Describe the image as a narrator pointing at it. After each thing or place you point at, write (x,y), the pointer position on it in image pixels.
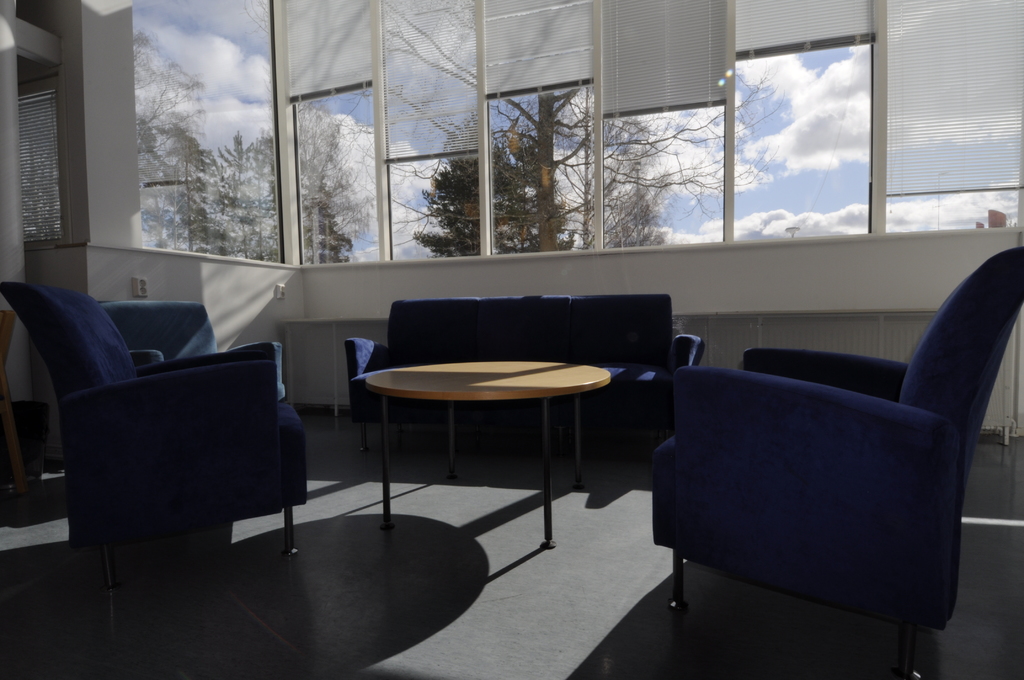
In the picture there is a sofa set (546,346) in the middle of the room (893,343), this seems to be living room (270,336), In the background (699,167) there is window (597,141) and outside the window (387,176) there are trees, sky (800,180), clouds (808,123).
